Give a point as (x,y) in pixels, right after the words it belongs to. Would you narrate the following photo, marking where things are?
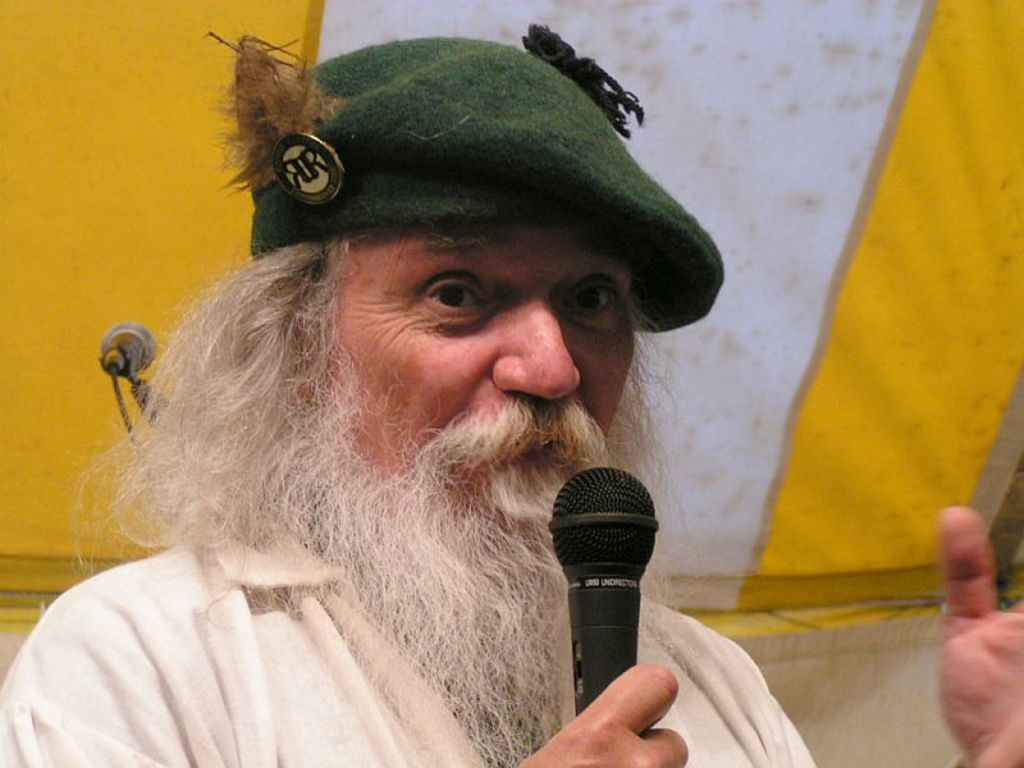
In this picture I can see a man (460,327) in front (616,596) who is holding a mic (627,610) in his hand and I see a cap (341,146) on his head (589,245). In the background (69,534) I see a cloth (842,267) which is of white and yellow in color.
